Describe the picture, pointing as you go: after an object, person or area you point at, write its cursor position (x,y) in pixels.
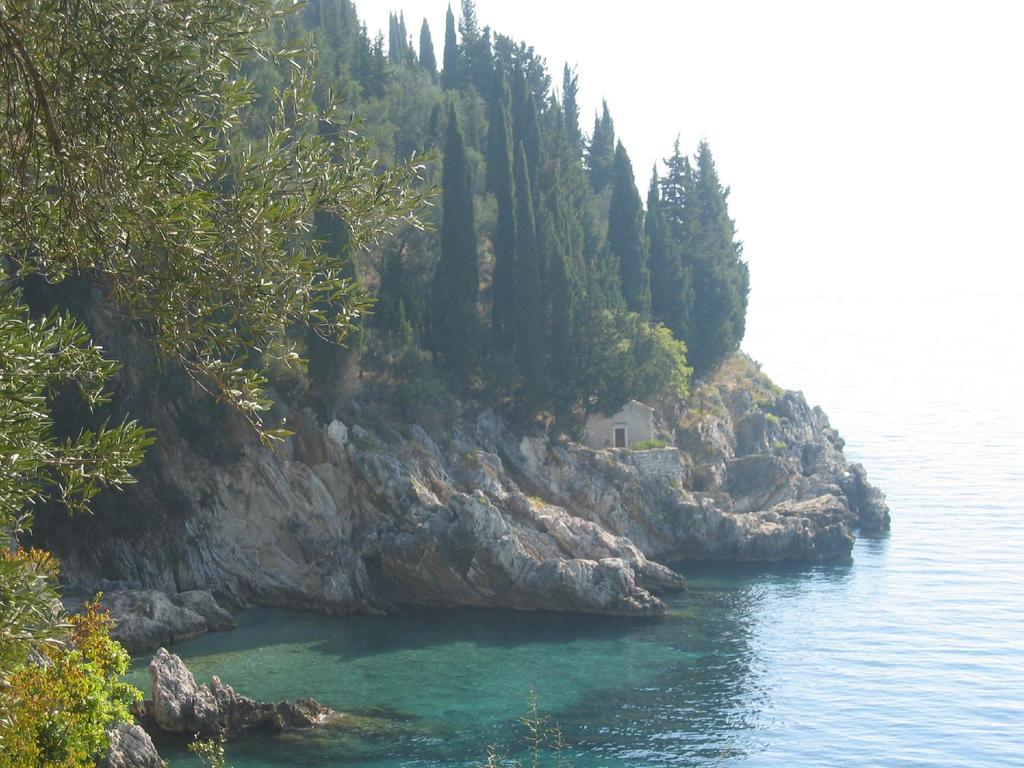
In the center of the image (555,260) we can see the sky (852,226), trees (409,146), water (705,581), one house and the hill (582,446).
